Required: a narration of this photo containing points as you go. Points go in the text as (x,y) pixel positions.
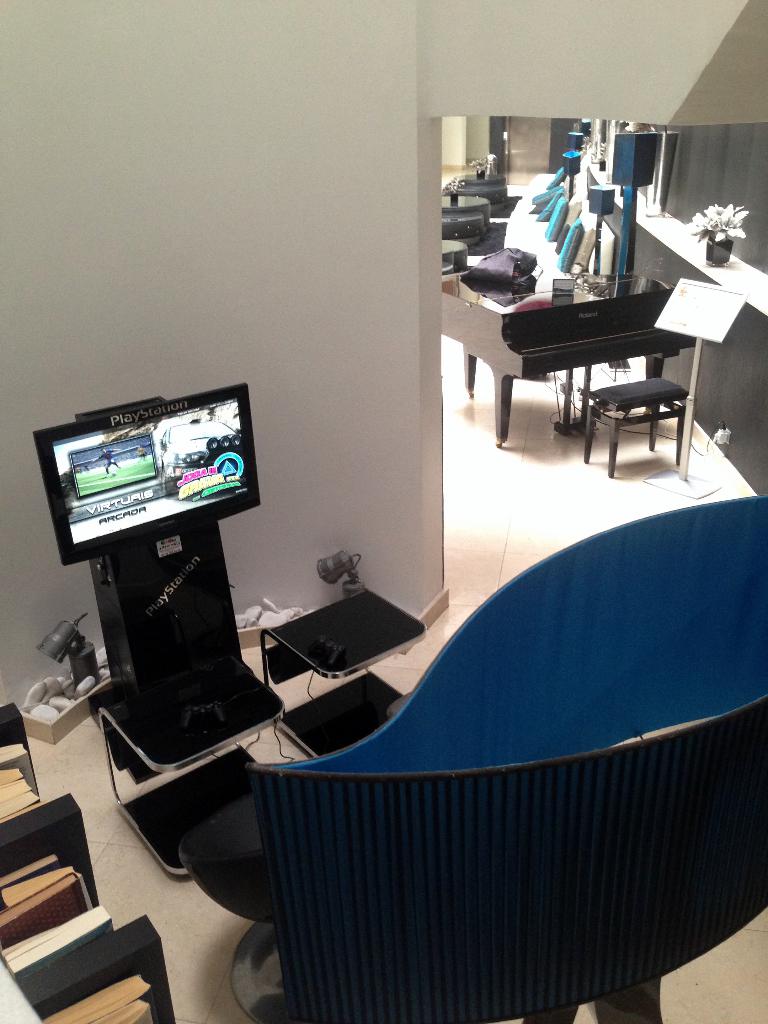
Here we can see a chair (522,759), and in front (114,483) here is the television (134,465), and here are the books (60,948), and here is the wall (239,195), and here is the flower pot (718,214).
